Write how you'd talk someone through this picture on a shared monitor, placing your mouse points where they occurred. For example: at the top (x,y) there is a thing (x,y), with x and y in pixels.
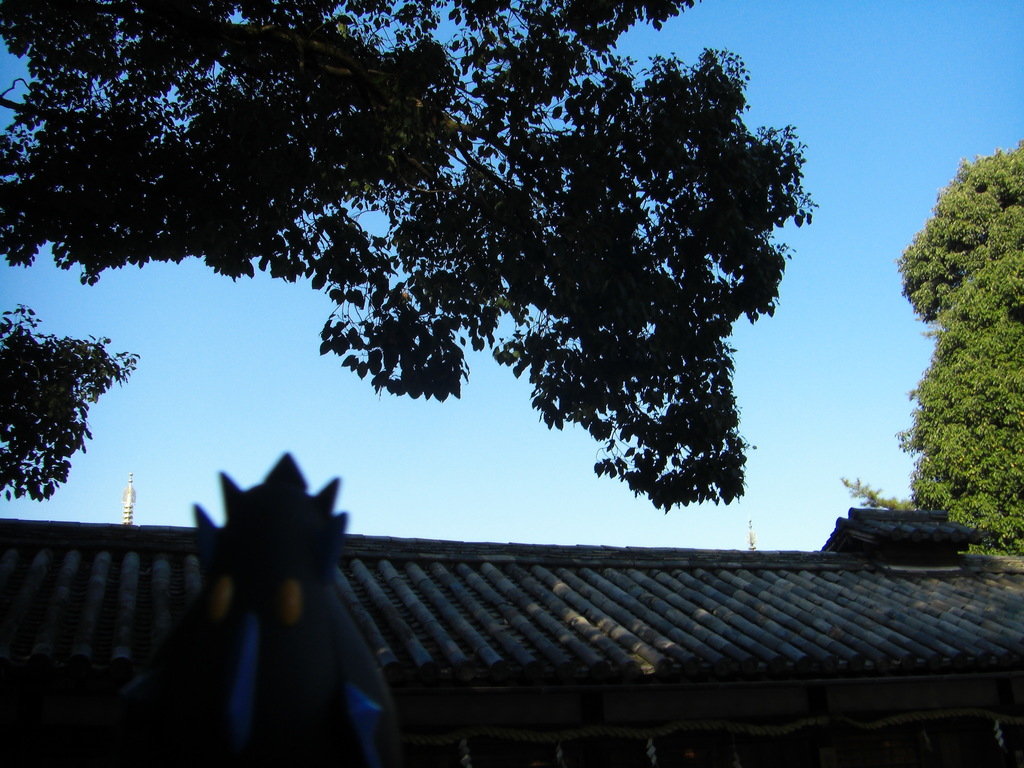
In this picture there is a building (452,681) and there are roof tiles (682,640) on the top of the building (670,611) and there is a rope (623,733) on the wall (617,712). In the foreground (296,701) there is an object (304,635). At the back (582,395) there are trees (680,408). At the top (814,232) there is sky (814,232).
